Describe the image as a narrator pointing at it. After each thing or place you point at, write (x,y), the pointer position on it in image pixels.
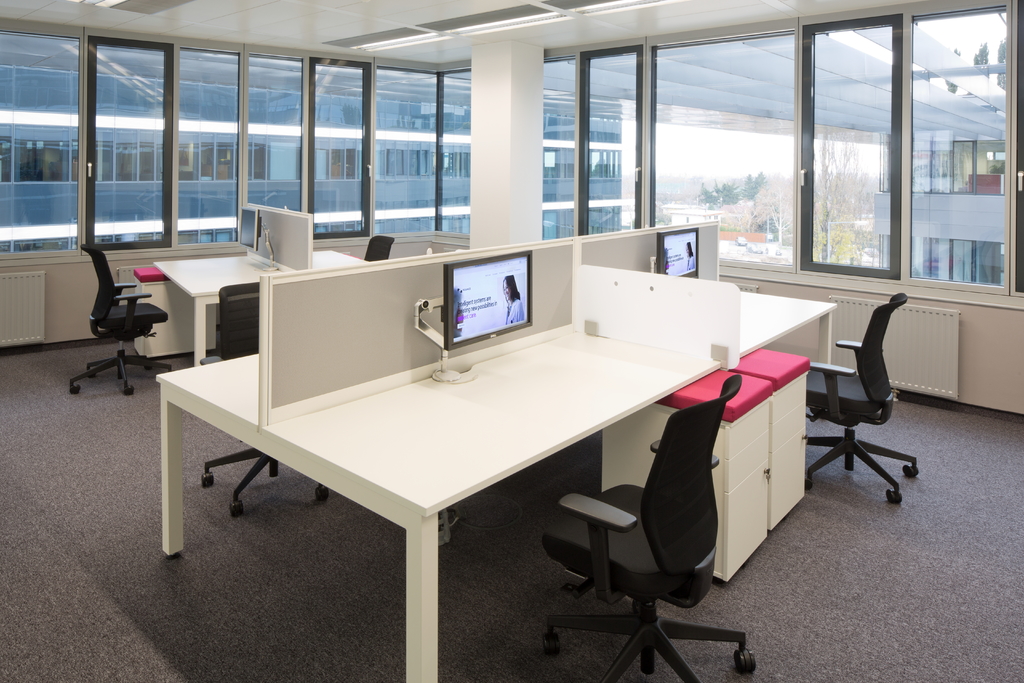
In this image, we can see chairs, desks (483,444), cupboards (751,424) on the floor (290,477). Here we can see few monitors (487,323). Background (494,168) we can see glass windows (631,187), pillar (493,152). Through the glass windows (606,186), we can see the outside view (850,183). Here we can see buildings (198,168), trees (837,176), walls (943,228) and sky (754,152).
